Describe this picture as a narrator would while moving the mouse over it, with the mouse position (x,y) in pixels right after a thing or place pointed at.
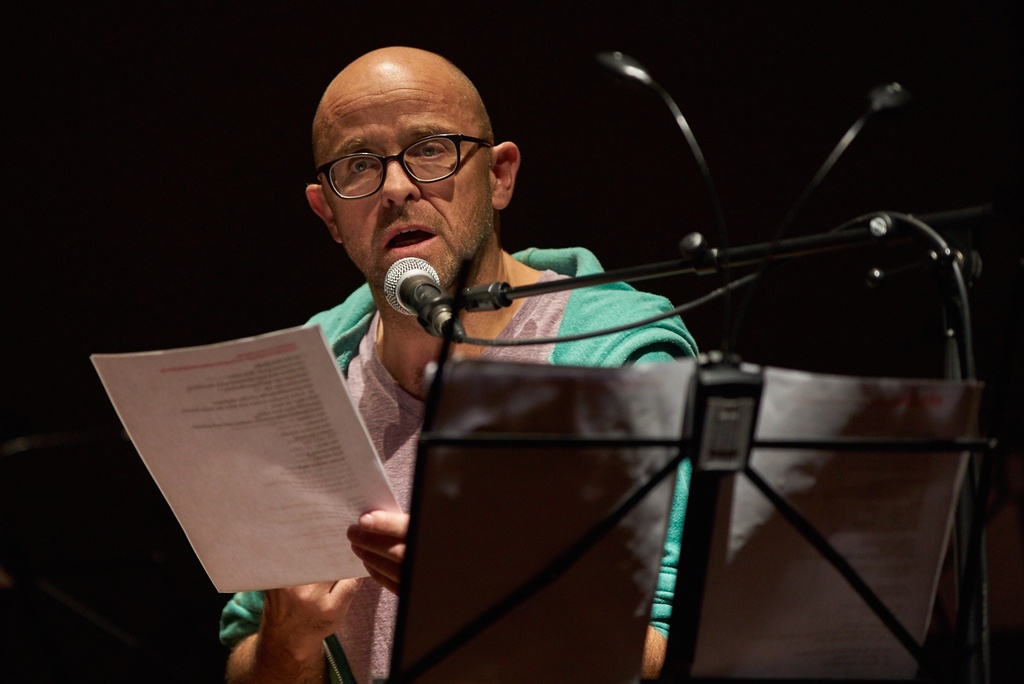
In this image I can see the person (416,406) with the dress (408,418) and holding the paper (357,440). In-front of the person (403,398) I can see the black color stand (664,444). On the stand (723,453) I can see the mic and papers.
